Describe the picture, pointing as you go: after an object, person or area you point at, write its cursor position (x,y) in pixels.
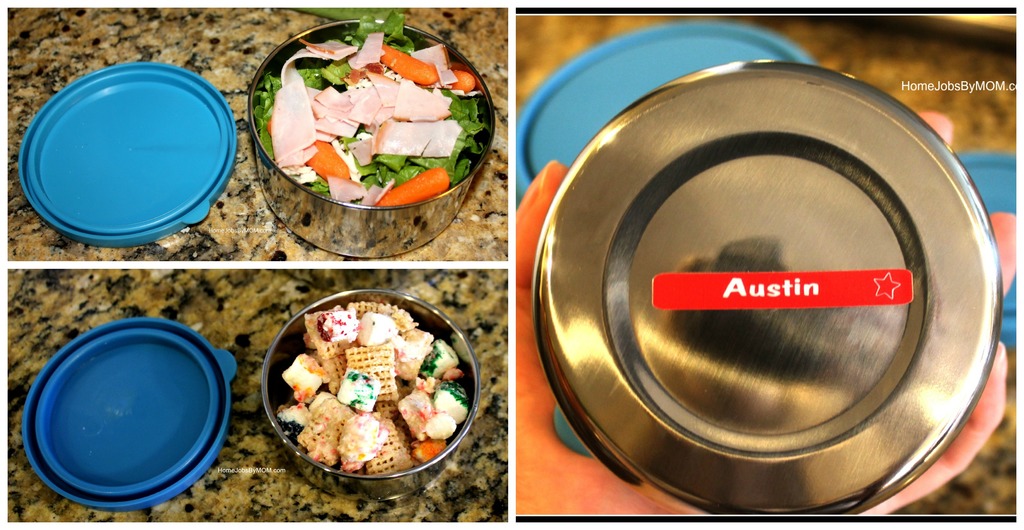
In this image we can see three collage pictures, in those pictures, there are some food items (363,147) in the boxes (305,238), which are on the granite surface (252,257), there are caps (184,341), there is a box (759,325) in the hand (517,401) of a person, also we can see the text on the image.
